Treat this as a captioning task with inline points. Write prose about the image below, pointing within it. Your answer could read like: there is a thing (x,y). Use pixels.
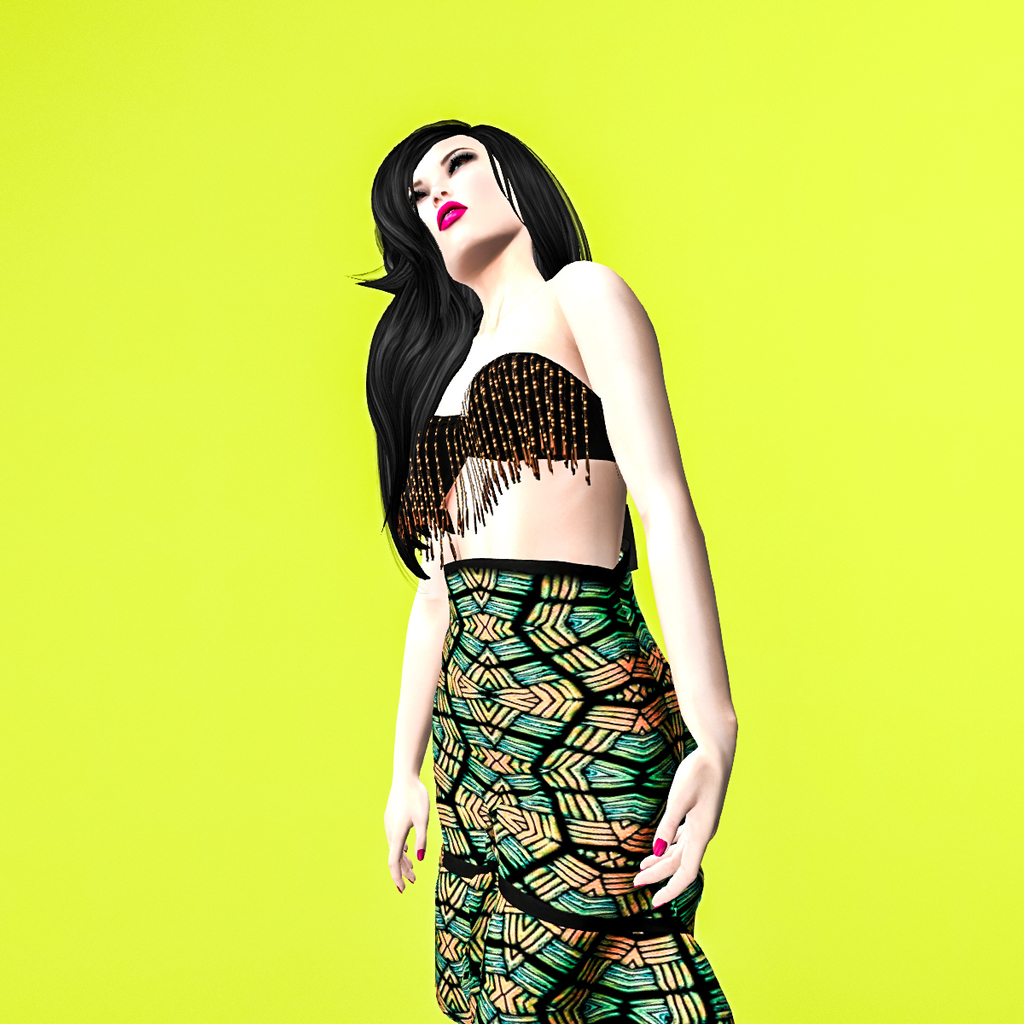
This is an animated image. In the image I can see a woman (531,596) is standing. The background of the image is green in color.
